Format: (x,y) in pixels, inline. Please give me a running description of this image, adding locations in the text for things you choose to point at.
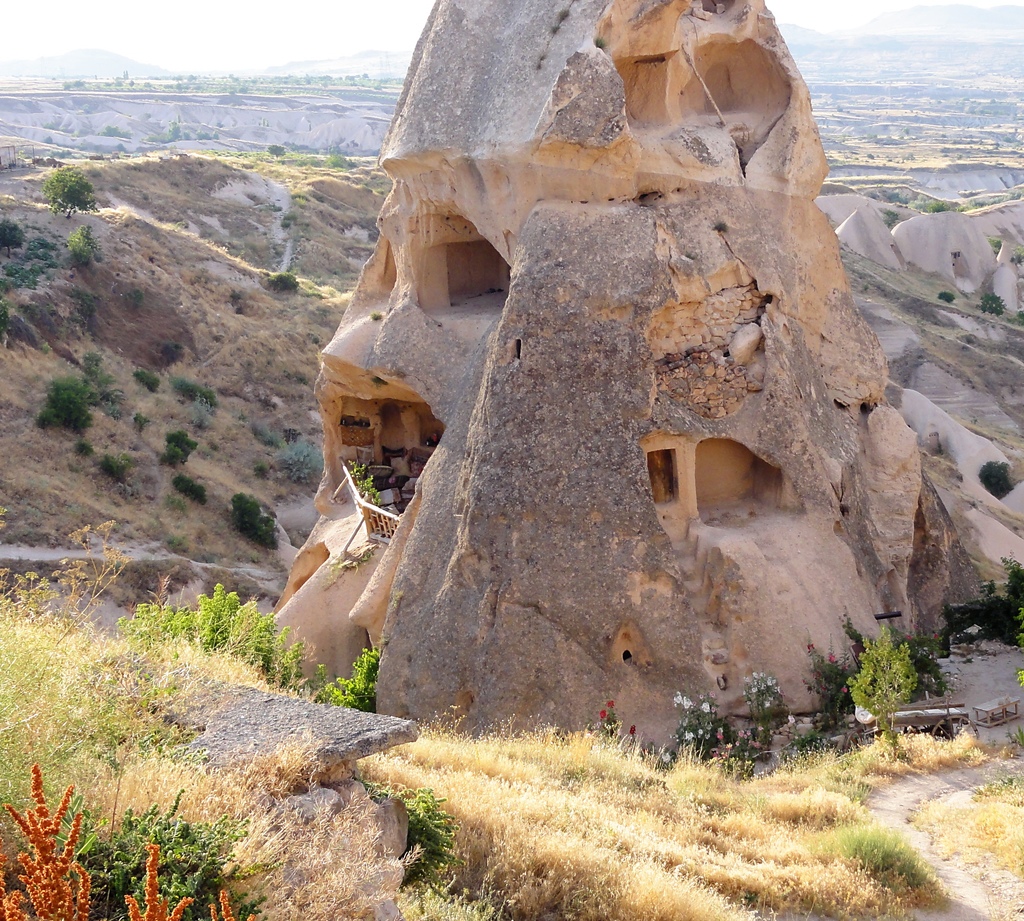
In this image we can see sky (322,42), hills (184,355), rocks (617,233), plants (847,703), shrubs (884,666) and grass (612,759).
